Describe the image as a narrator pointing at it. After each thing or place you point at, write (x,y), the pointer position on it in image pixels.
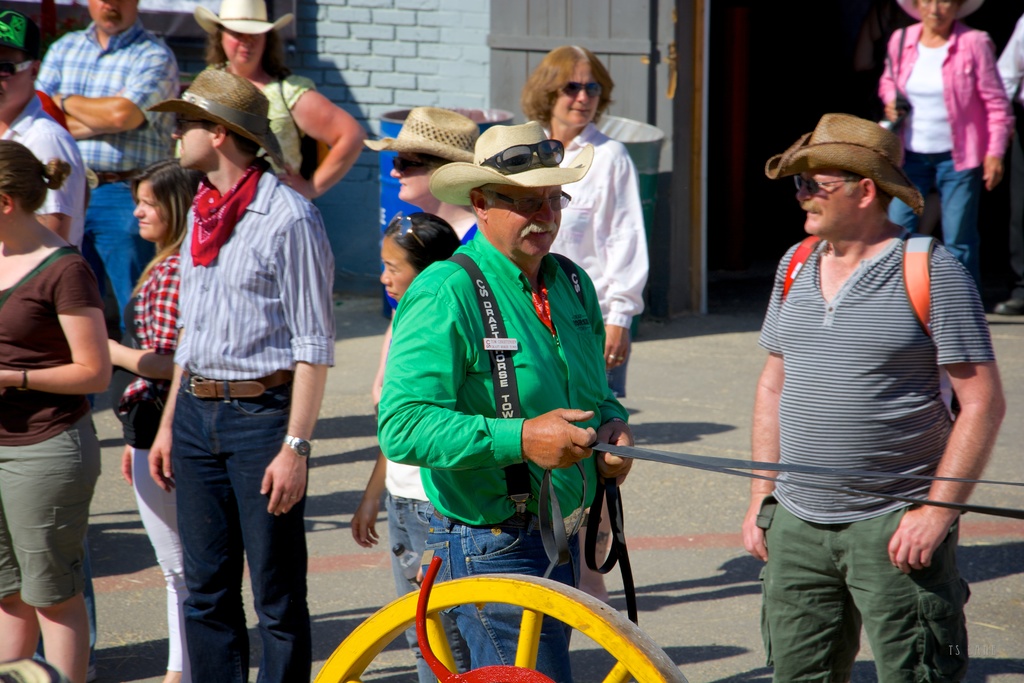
In this image we can see there are people (482,367) standing on the road (327,463) and a few people (569,213) walking and one person (566,445) holding a thread (752,466). And there is a wheel (525,627), building (428,59) and drums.
